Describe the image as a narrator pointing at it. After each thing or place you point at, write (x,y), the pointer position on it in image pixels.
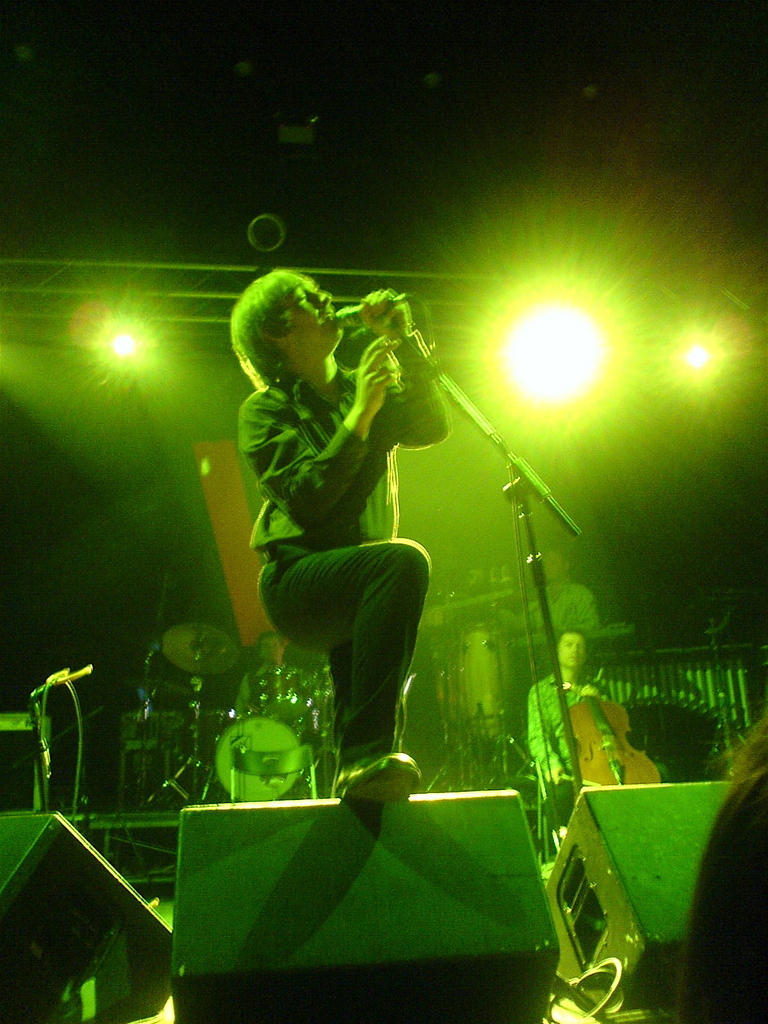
Background (53,193) portion of the picture is dark. In this picture we can see lights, musical instruments (227,664), stand (576,521), platform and objects (60,857). We can see a man (328,396) holding a microphone (344,311) and singing. On the right side of the picture (570,688) we can see a person (565,657) holding a musical instrument (591,706).
